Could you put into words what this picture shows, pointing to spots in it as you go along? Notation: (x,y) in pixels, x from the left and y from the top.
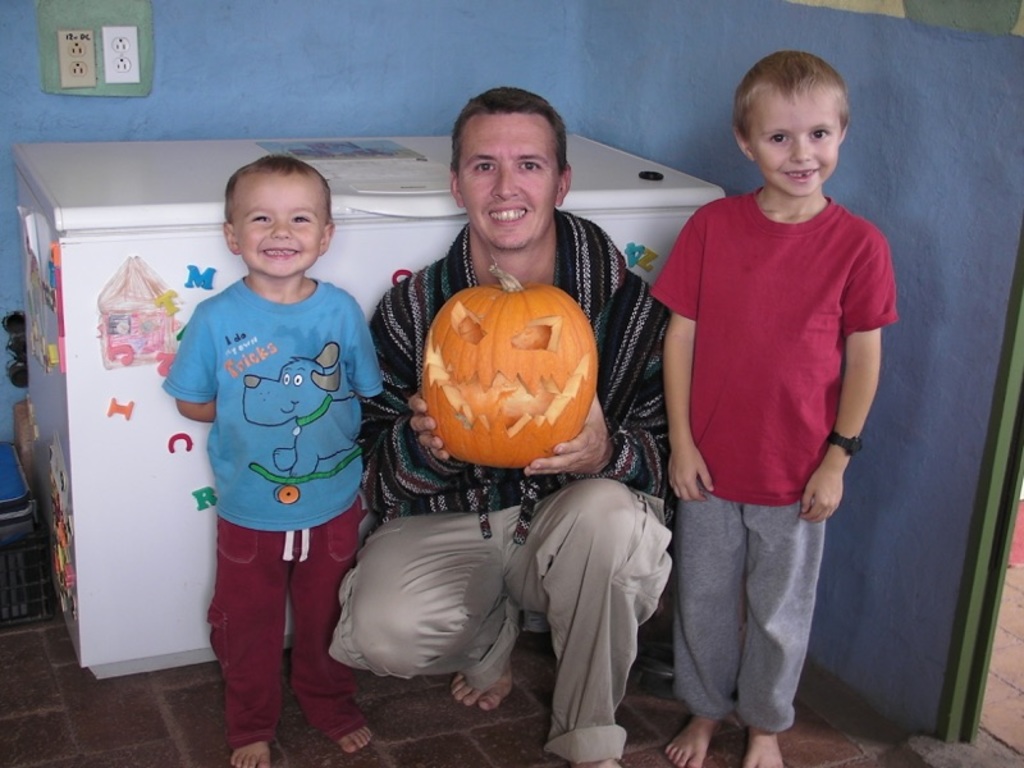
In the center of the image (409,347) we can see two kids (758,306) and one person (614,365) smiling, which we can see on their faces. And the man (419,353) is holding a pumpkin (517,317). In the background (351,230) there is a wall (954,61), switchboard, refrigerator (87,170) and a few other objects (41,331). And we can see some decorative stickers (122,406) on the refrigerator (113,435).
